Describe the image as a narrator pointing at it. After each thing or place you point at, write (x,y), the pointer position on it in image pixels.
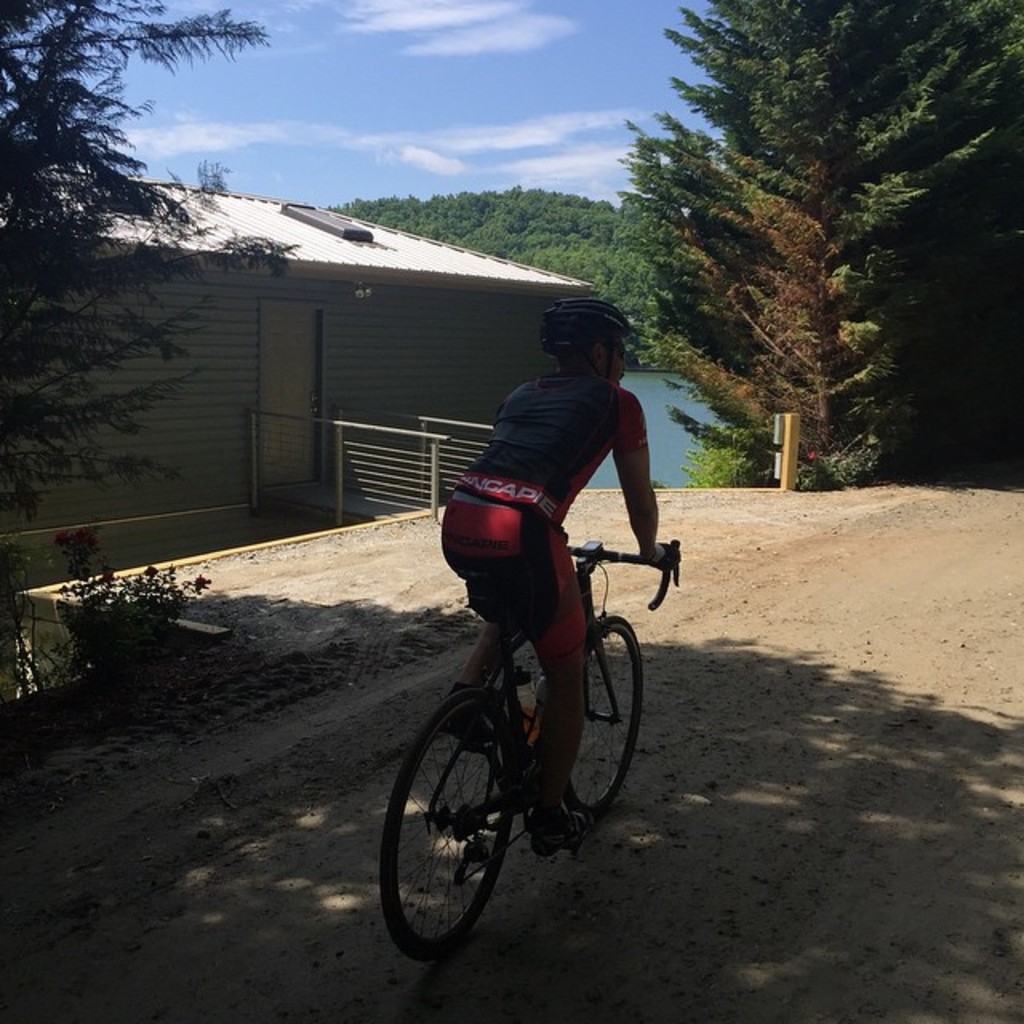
In this image I can see a person (548,561) is riding bicycle (520,757) and wearing helmet (583,332). I can see a house (327,450), door (292,403), railing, trees (900,88) and water (680,452). The sky (374,88) is in white and blue color.
